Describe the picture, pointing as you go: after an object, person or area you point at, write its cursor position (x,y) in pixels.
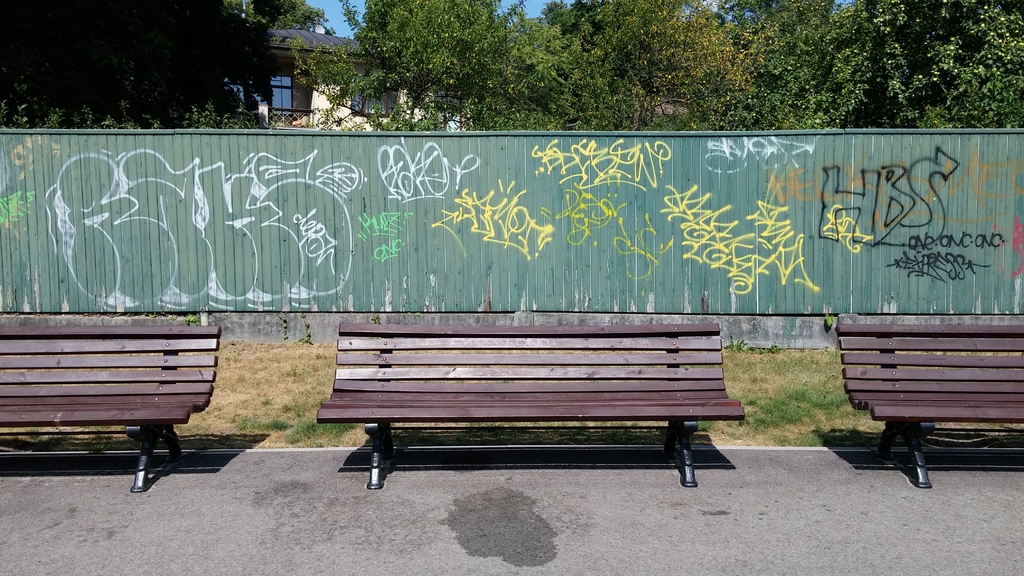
This picture might be taken from outside of the city and it is sunny. In this image, we can see three benches (464,382). In the background (391,282), we can see a wall (668,209) with some paintings (345,208), trees (346,95), buildings (275,96). At the top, we can see a sky (528,10), at the bottom (806,409) there is a grass (806,409) and a road (783,545).
